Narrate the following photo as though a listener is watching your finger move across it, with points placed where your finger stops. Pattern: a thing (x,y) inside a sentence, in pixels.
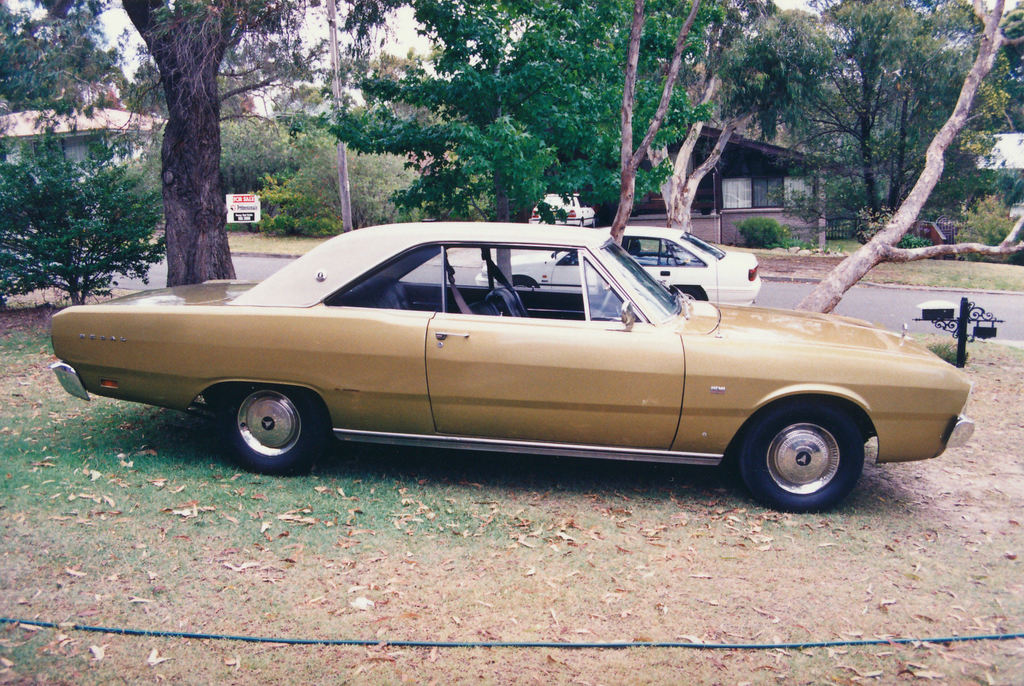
This picture is clicked outside. In the center (463,263) we can see the vehicles (518,403) seems to be parked on the ground (561,501). In the foreground (339,498) we can see a cable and the dry leaves (359,542) are lying on the ground (762,572) and we can see the green grass (169,421), plants (18,243), trees (601,124) and some other objects (959,332). In the background (408,28) we can see the sky (397,11), pole (338,52) and some houses (764,165) and we can see the text (245,215) on the board (248,215).
